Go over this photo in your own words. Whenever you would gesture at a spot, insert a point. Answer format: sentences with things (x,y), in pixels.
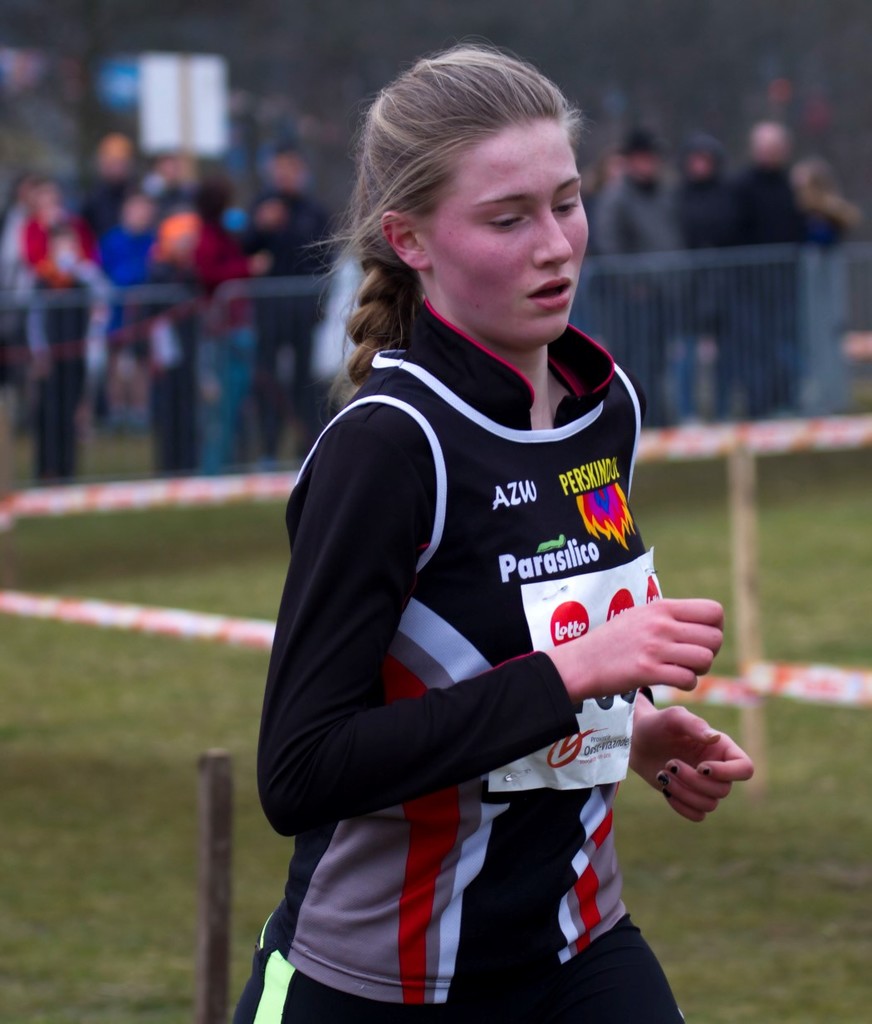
In this image I can see a woman (339,583) in the front (351,500) and I can see she is wearing black colour dress (591,1022). I can also see a paper (585,781) on her dress (501,733) and on it I can see something is written. In the background (725,575) I can see two poles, grass ground (871,598), few barrier tapes (105,487), iron fencing (298,317), a board (169,147) and number of people (159,169). I can also see this image is little bit blurry in the background (827,334).
